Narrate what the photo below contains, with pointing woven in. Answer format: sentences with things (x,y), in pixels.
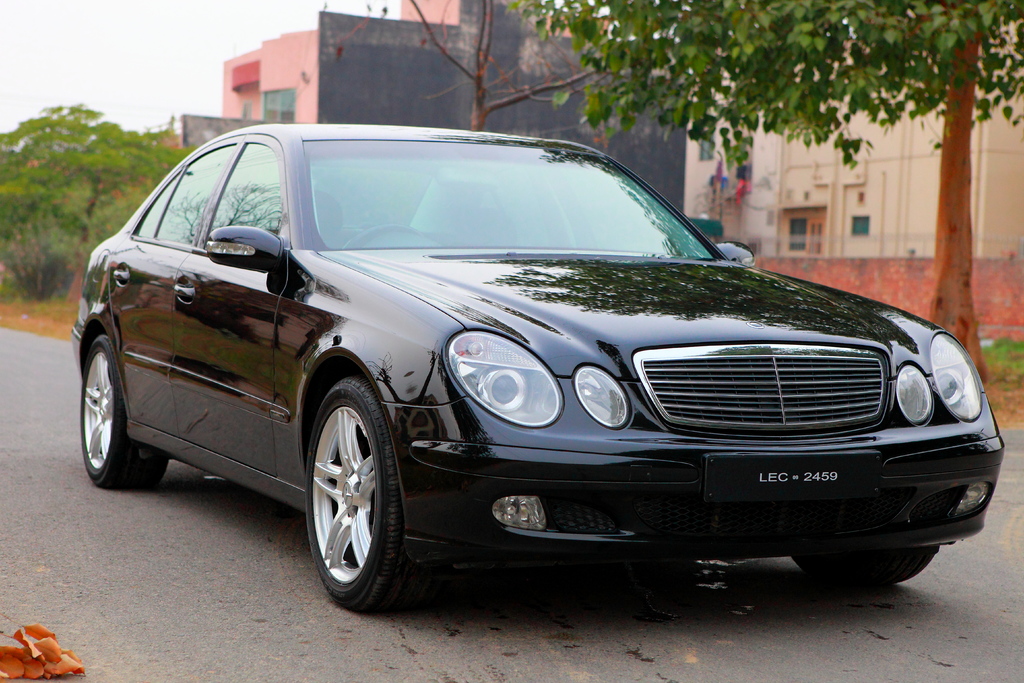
In this image in the foreground (326,405) there is a road (59,545), on which there is a vehicle (374,351), behind it there are some buildings (403,62), trees (671,84), the sky (287,4) visible.
